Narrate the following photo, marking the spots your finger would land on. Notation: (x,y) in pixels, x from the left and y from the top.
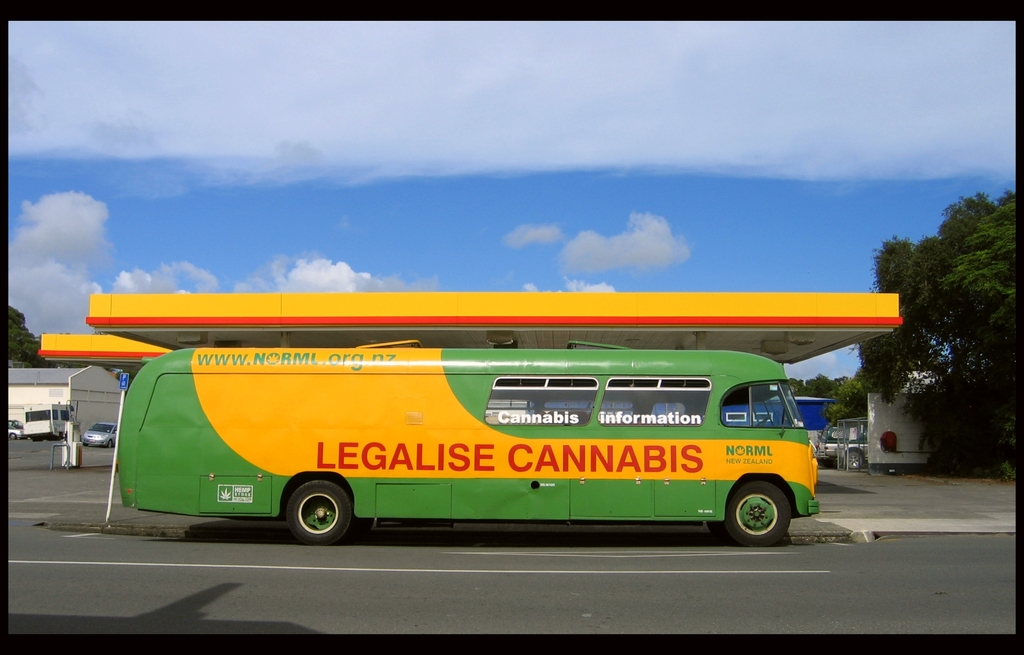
In this picture we can see vehicles (274,509) on the road (174,566), roof (518,323), building (68,397), trees (936,374), some objects (68,448) and in the background (392,202) we can see the sky (453,236) with clouds (636,216).
